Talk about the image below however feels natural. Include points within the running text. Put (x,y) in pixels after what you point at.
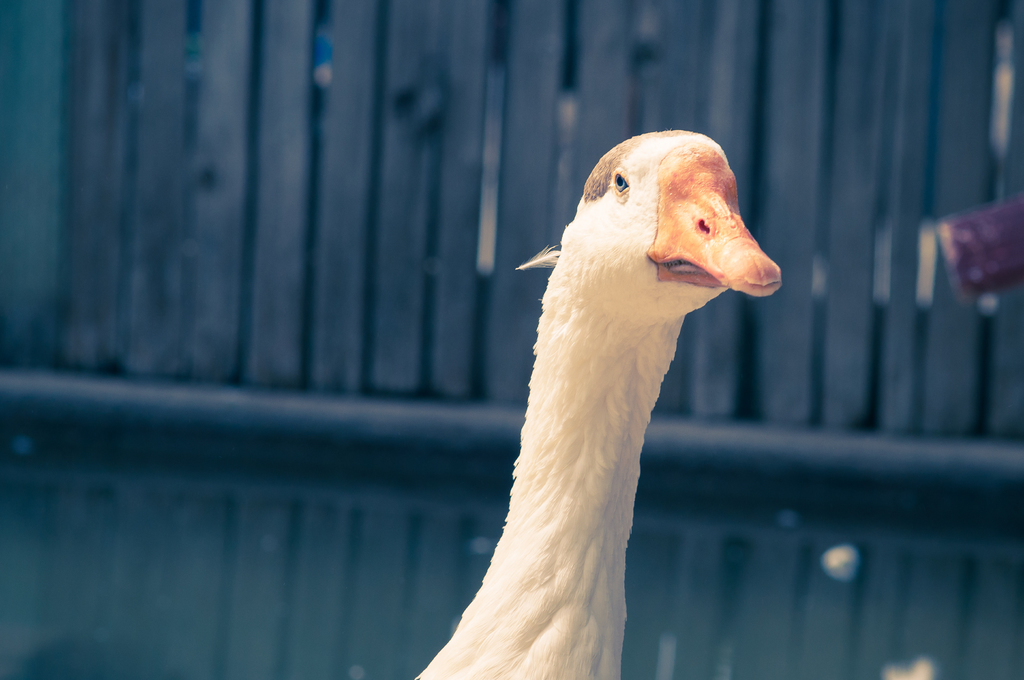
In this picture I can see a goose (603,454) and I can see fence (499,157) in the back (873,255).
